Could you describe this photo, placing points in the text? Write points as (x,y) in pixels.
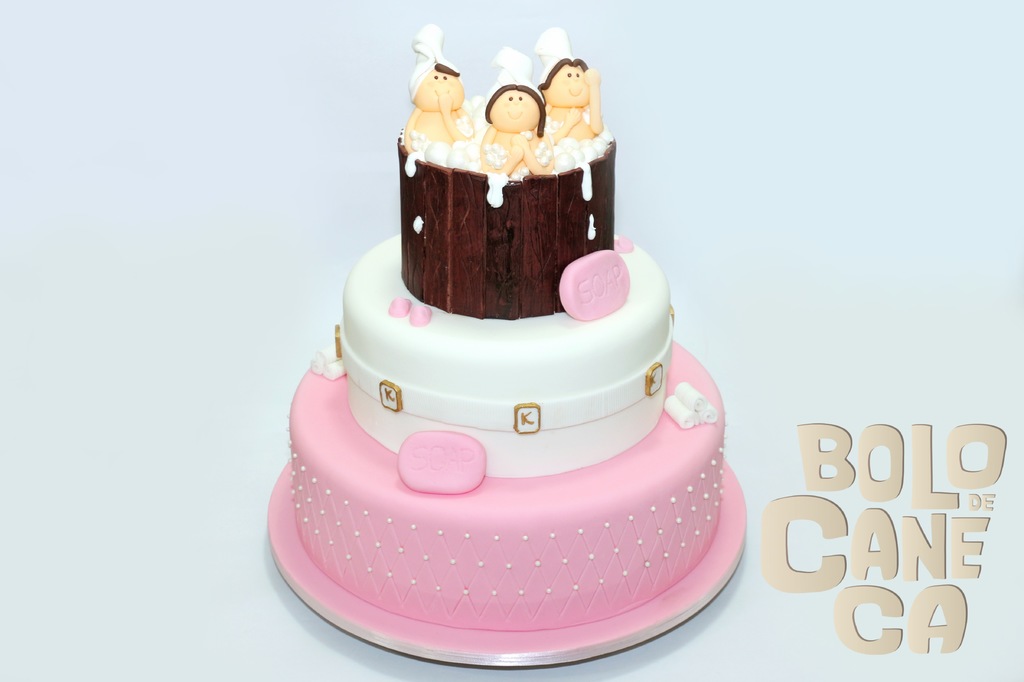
In this image I can see the cake (415,338) which is in white and pink color. And there are some toys (509,135) on the cake (427,267).
